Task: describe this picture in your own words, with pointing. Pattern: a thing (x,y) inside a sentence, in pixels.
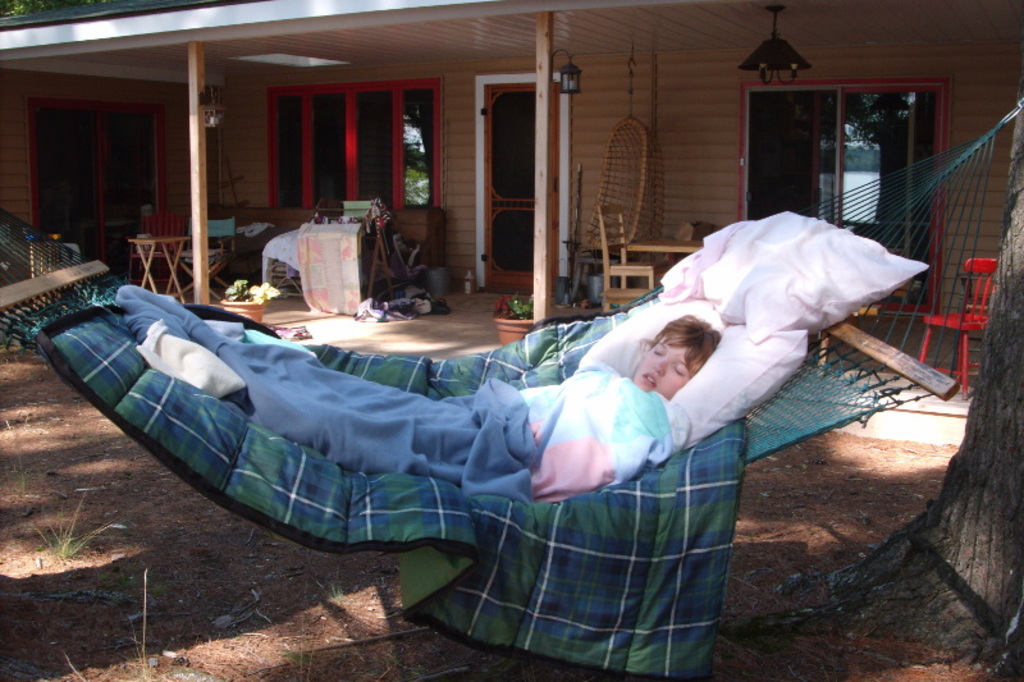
In this image I see a child (665,367) who is lying on this thing (517,384) and I see the ground (36,660) and I see the tree (1010,244) over here. In the background (647,274) I see the chairs (941,325) and I see a table (694,249) over here and I see the windows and I see the light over here and I see the door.
